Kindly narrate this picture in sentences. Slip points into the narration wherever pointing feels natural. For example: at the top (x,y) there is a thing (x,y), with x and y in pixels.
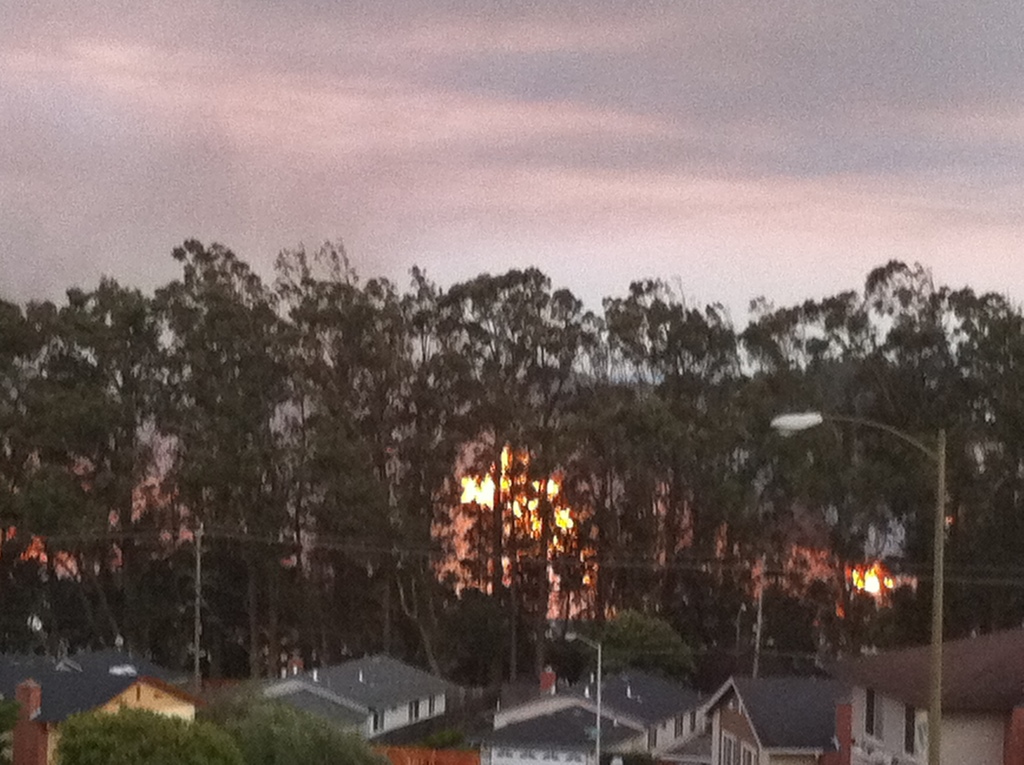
In the foreground of the image (612,727) we can see a group of buildings (841,740) with roofs (746,708), light poles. In the background (222,596), we can see poles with some cables (276,543), group of trees (334,549) and the cloudy sky (700,239).
